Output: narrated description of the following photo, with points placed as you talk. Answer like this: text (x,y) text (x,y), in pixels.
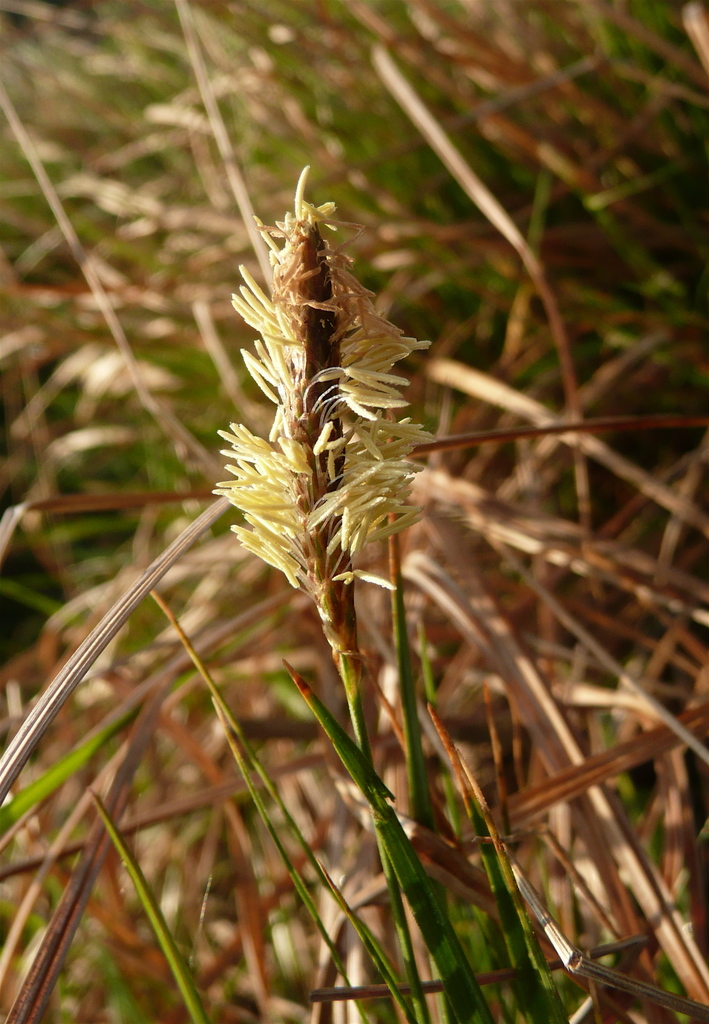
In this image, we can see some plants (328,876). In the background (194,432), image is blurred.
